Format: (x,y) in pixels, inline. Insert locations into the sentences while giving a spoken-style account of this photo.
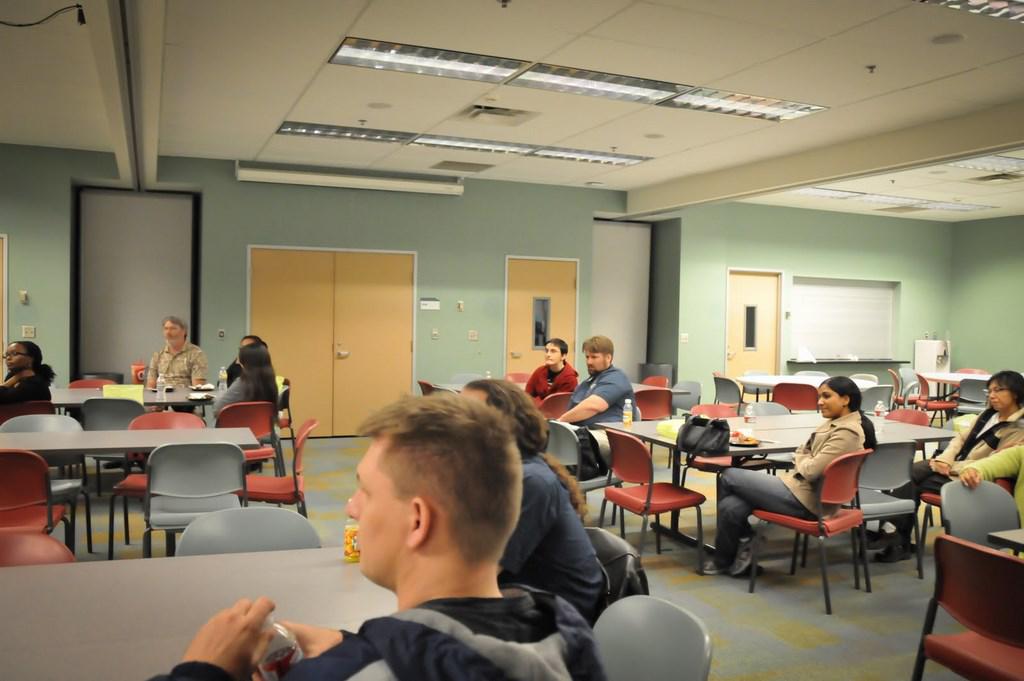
As we can see in the image, there are few people (416,590) sitting on chairs (726,463) and there are few tables (770,427) and there is a wall (450,280) over here.
